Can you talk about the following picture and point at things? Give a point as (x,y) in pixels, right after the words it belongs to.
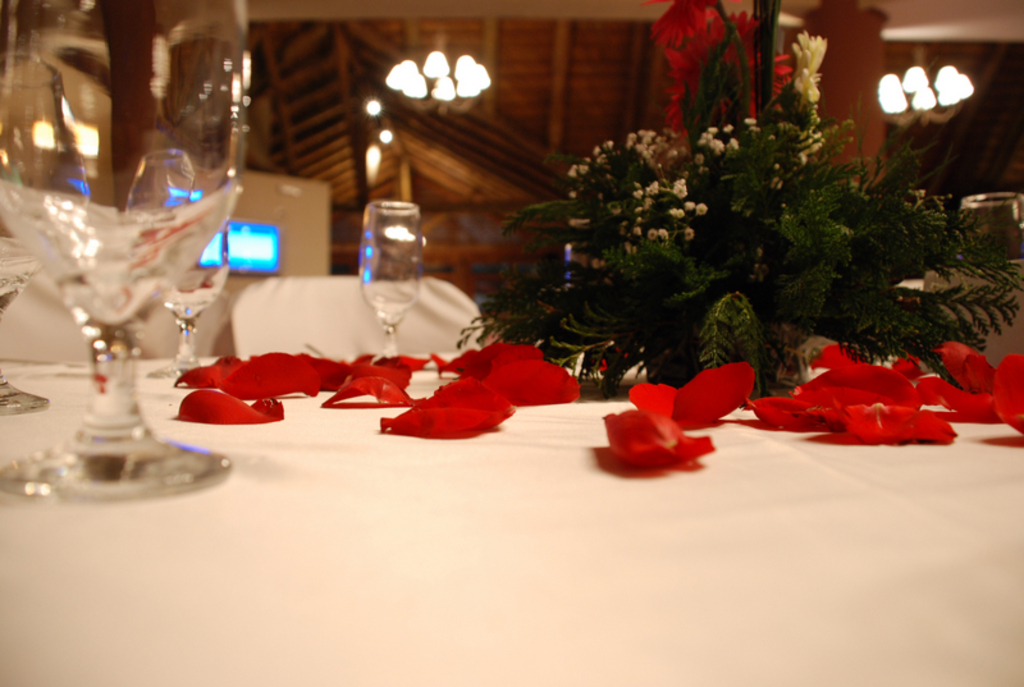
In this image I can see rose petals (915,389), wine glasses (102,465) on a white table (872,602). There is a bouquet (651,221) and there are lights (440,96) at the top (424,90). There are screens (247,270) at the back (268,266).
